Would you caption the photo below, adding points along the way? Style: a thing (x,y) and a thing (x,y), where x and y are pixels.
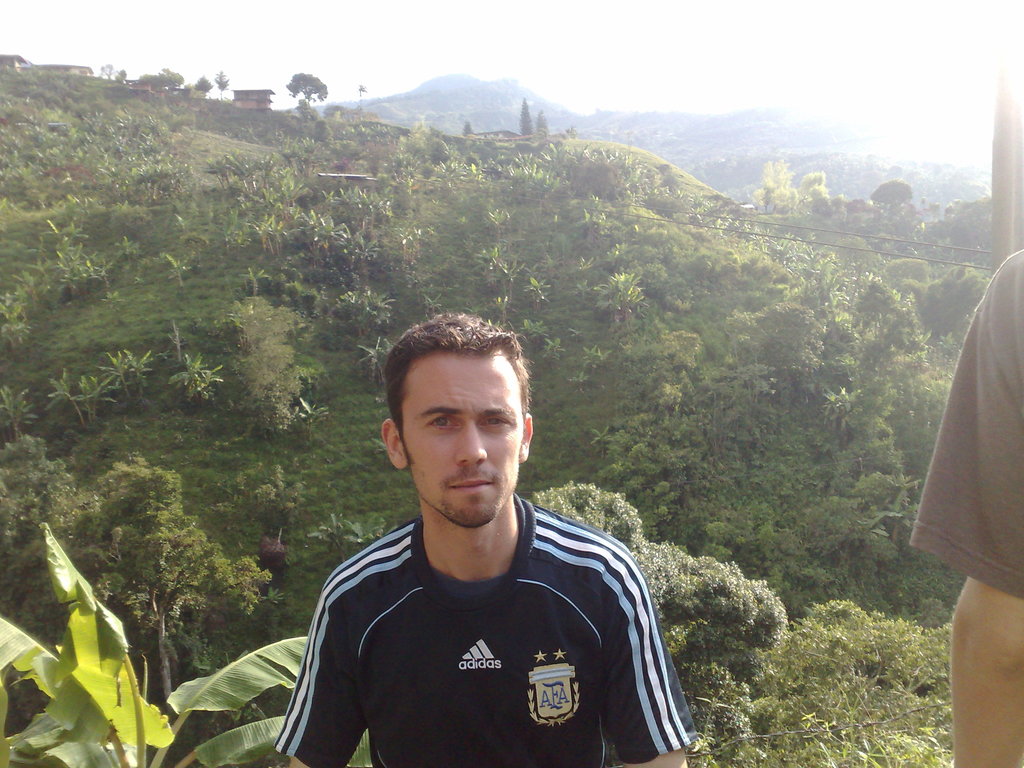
In this picture, there is a man (463,449) at the bottom (486,678). He is wearing a blue t shirt (486,678). Towards the right (998,432), there is another person (947,539). In the background (510,266) there are hills (628,229) with grass (122,244) and plants (725,233). On the top (421,66), there is a sky (545,75).
